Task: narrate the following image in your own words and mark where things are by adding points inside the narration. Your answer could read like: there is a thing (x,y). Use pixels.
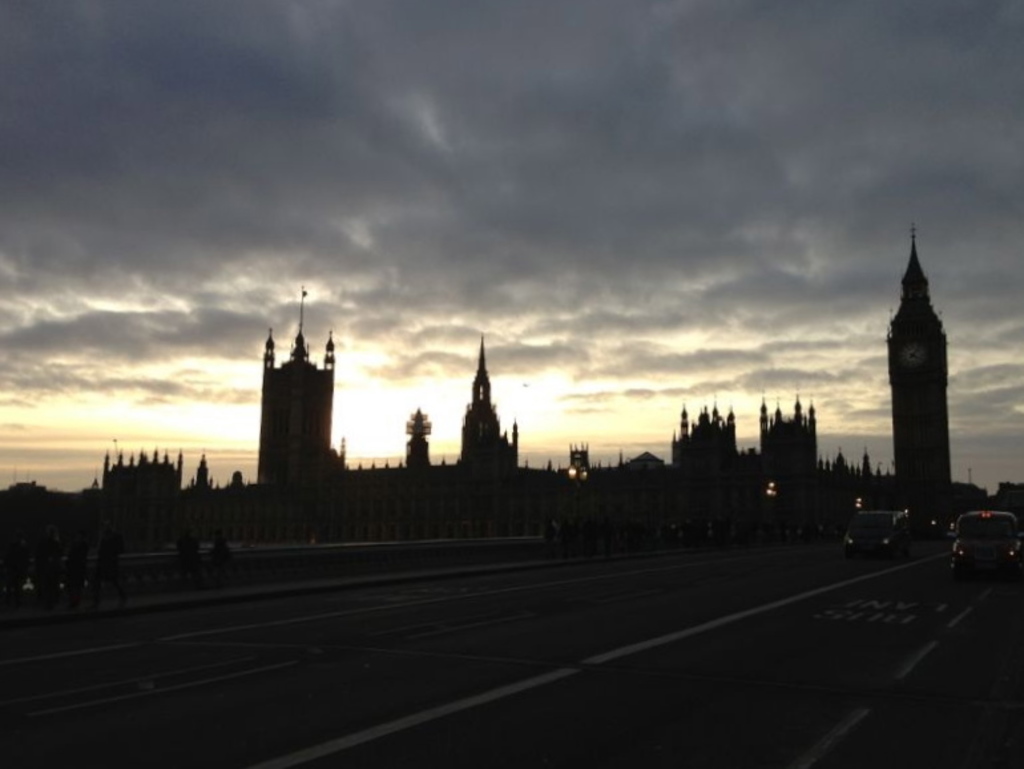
In this image we can see the vehicles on the road (857,577), there are some buildings (461,531) and people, in the background (341,229), we can see the sky (412,221) with clouds (451,196).
